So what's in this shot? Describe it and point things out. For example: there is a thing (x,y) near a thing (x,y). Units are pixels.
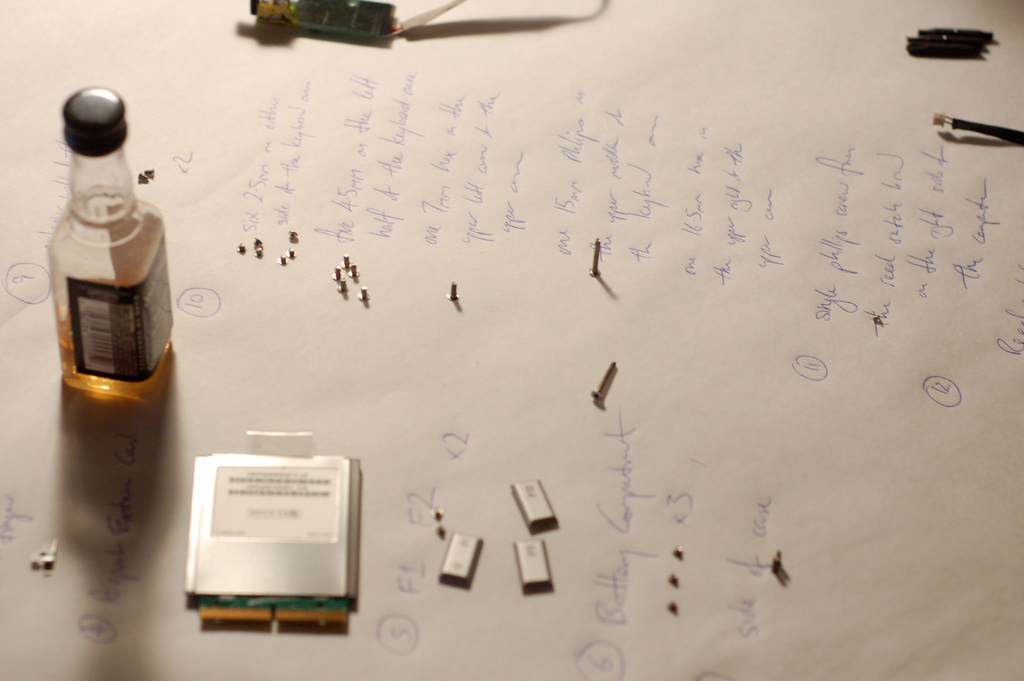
there is a paper (248,210) on the paper (225,288) there is a bottle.
